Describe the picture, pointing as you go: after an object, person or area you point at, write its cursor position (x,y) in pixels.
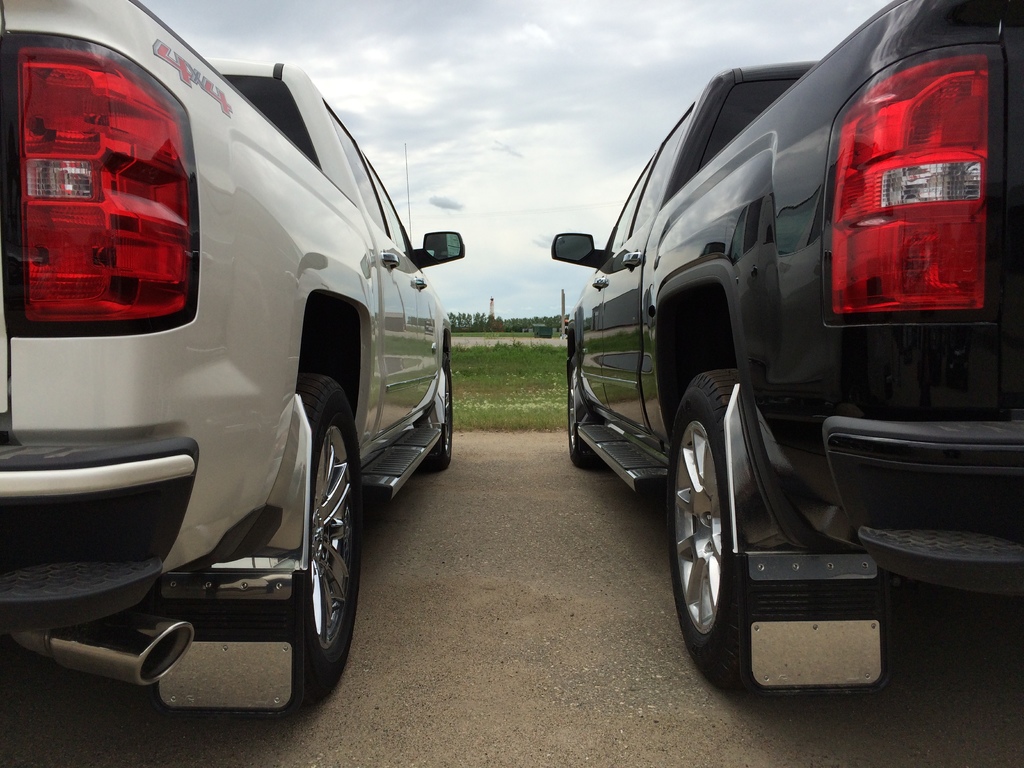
In this image I can see two vehicles (299,366). They are in white and black color. Back Side I can see trees (545,319) and poles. The sky (560,154) is in blue and white color.
